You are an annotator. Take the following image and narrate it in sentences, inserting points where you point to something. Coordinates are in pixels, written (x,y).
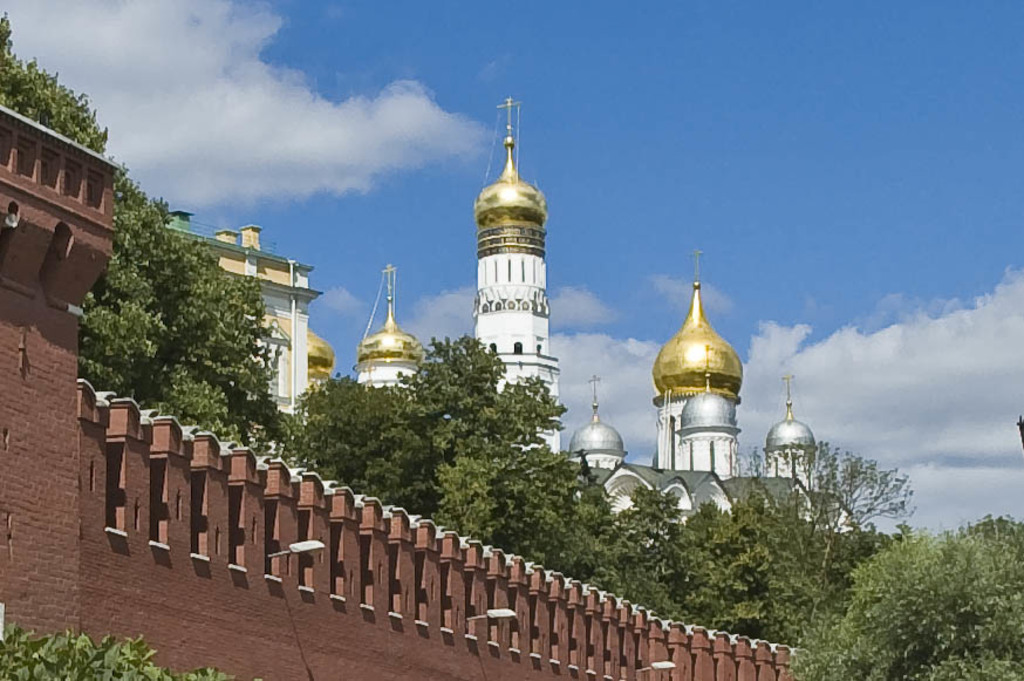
In this picture we can see a castle (326,356), a building (284,318) and trees (557,498). On the left side of the image (209,524), there is a wall (83,500). At the top of the image (509,65), there is the sky (575,92).
